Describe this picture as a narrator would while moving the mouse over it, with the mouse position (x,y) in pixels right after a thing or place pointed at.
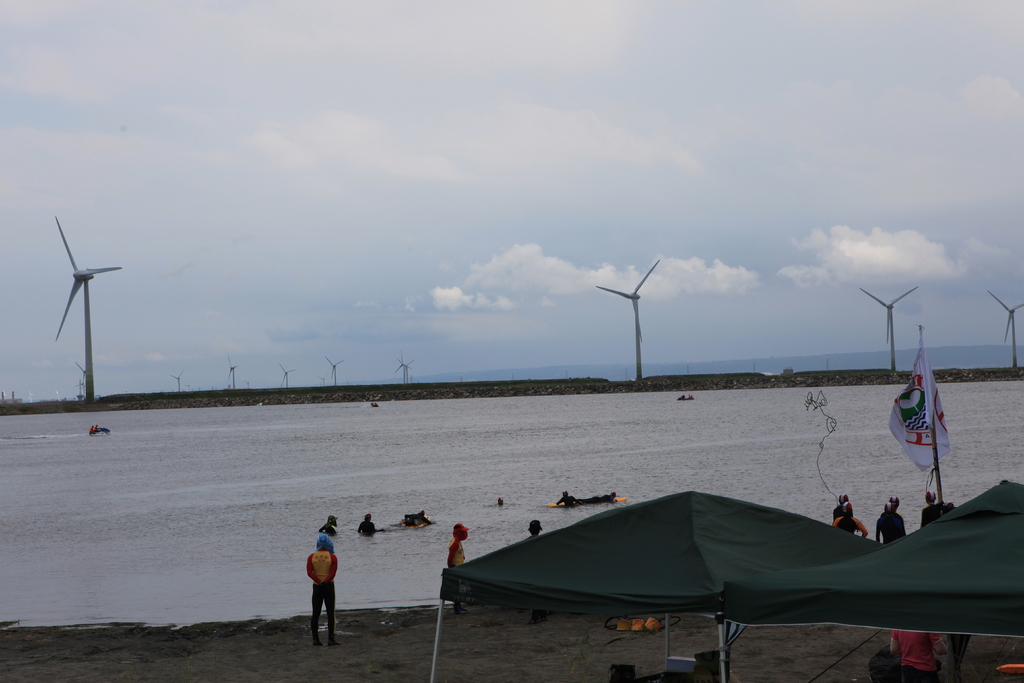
In the image there are few persons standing on the lands (383,650) in front of tents (696,604), behind there is a lake (477,454) with windmills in the background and above its sky (555,256) with clouds (878,265).
